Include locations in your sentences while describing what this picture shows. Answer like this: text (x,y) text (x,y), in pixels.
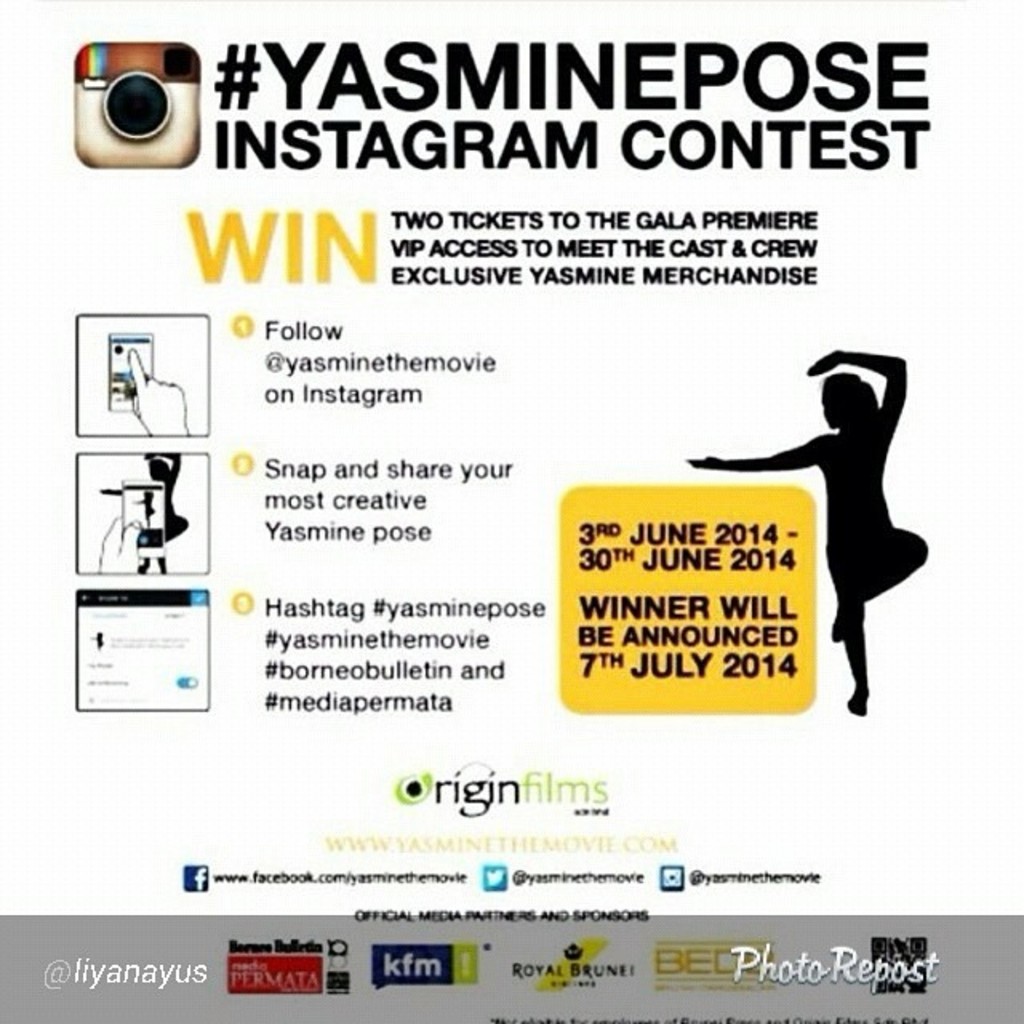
In this image I can see a paper (106,492), on the paper (116,546) I can see a person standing and a camera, and few things (567,145) written on the paper (442,648).
